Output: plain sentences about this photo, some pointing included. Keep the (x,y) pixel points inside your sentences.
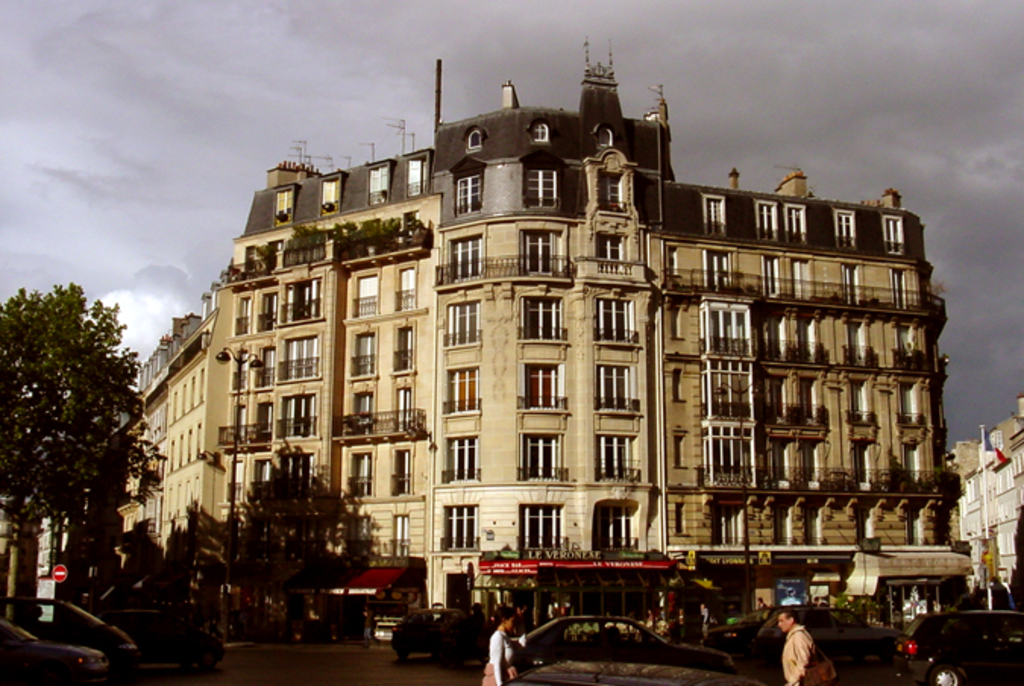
In the center of the image (668,252) there is a building (660,472). There are stores (557,571). At the bottom of the image (415,656) there is road (221,676) on which there vehicles (642,634) and people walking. There are trees (84,491) to the left side of the image (58,404). In the background of the image (145,168) there are sky (232,98) and clouds (933,71).
